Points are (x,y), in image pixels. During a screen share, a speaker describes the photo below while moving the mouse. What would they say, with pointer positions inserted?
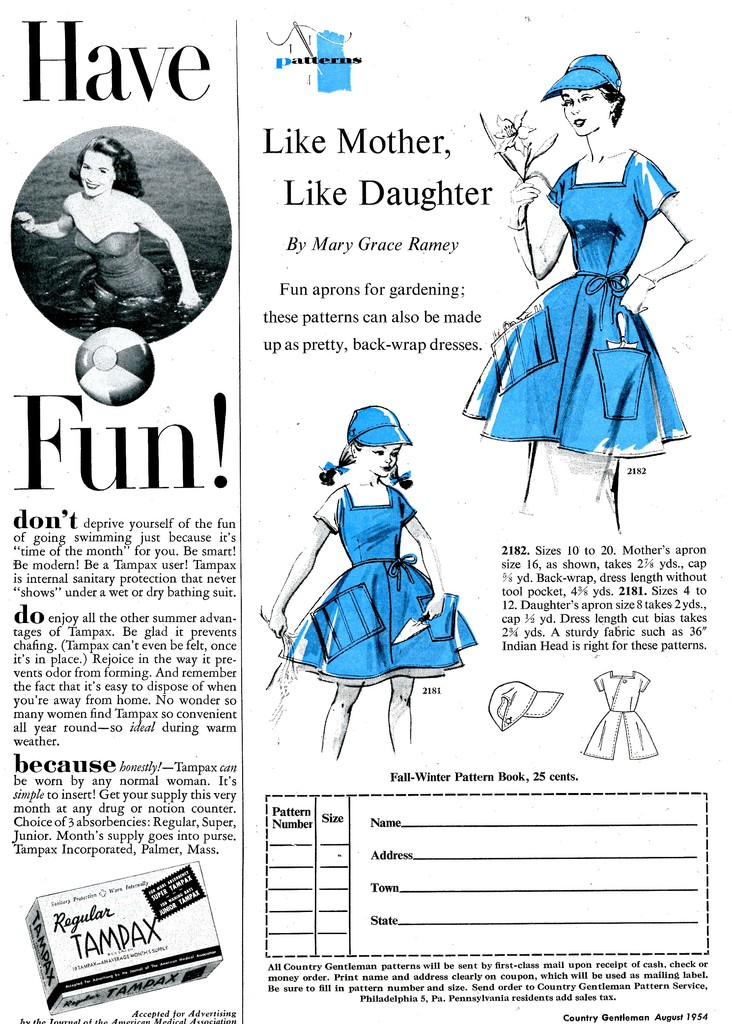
In this picture I can see the poster (404,710). I can see girl picture (405,664) and woman picture (109,226). I can see text (500,778) on it.
